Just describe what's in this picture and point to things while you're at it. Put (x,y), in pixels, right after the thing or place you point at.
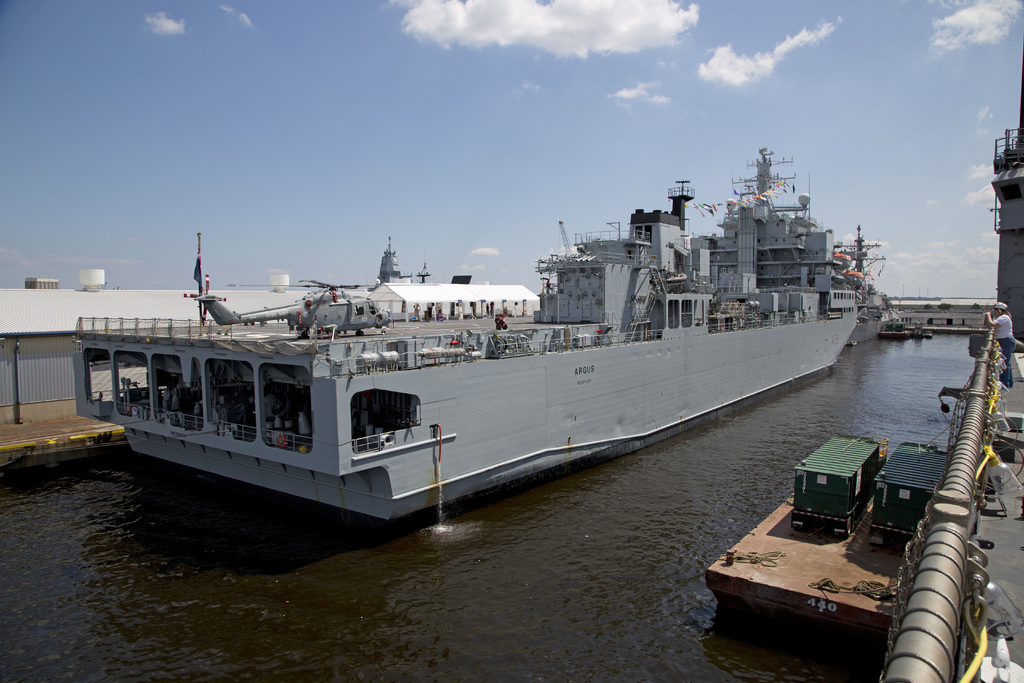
At the bottom (405,566), we see water (367,566) and this water (389,598) might be in the lake (508,603). In the middle (422,429), we see a ship (493,334) in grey color and we see a helicopter (232,286). On the right side (910,671), we see the railing (941,564) and the objects (992,671) in white color. Beside that, we see a woman (1009,325) is standing. Beside her, we see a building (1016,226). Beside the railing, we see the wooden plank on which two containers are placed. There are buildings (18,396) and the towers (860,255) in the background (915,304). At the top (495,120), we see the sky (495,120) and the clouds (567,53).
